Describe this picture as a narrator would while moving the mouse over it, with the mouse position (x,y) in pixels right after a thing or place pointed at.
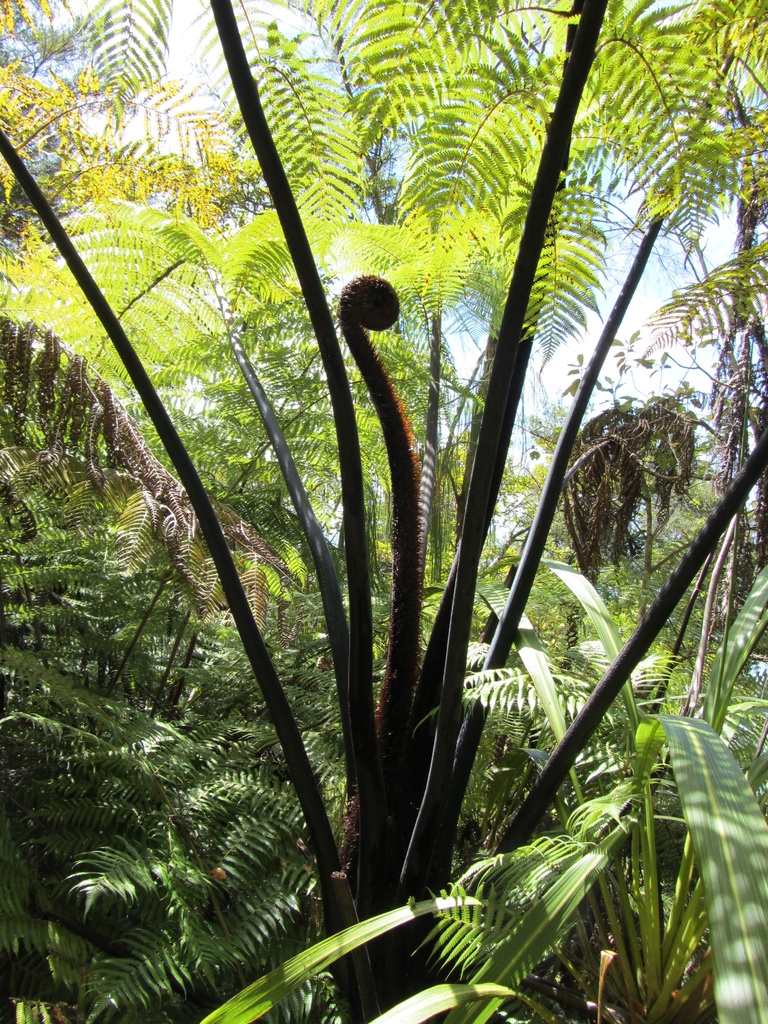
In the image we can see some trees (730,362). Behind the trees (169,119) there are some clouds (170,73) and sky (97,124).
